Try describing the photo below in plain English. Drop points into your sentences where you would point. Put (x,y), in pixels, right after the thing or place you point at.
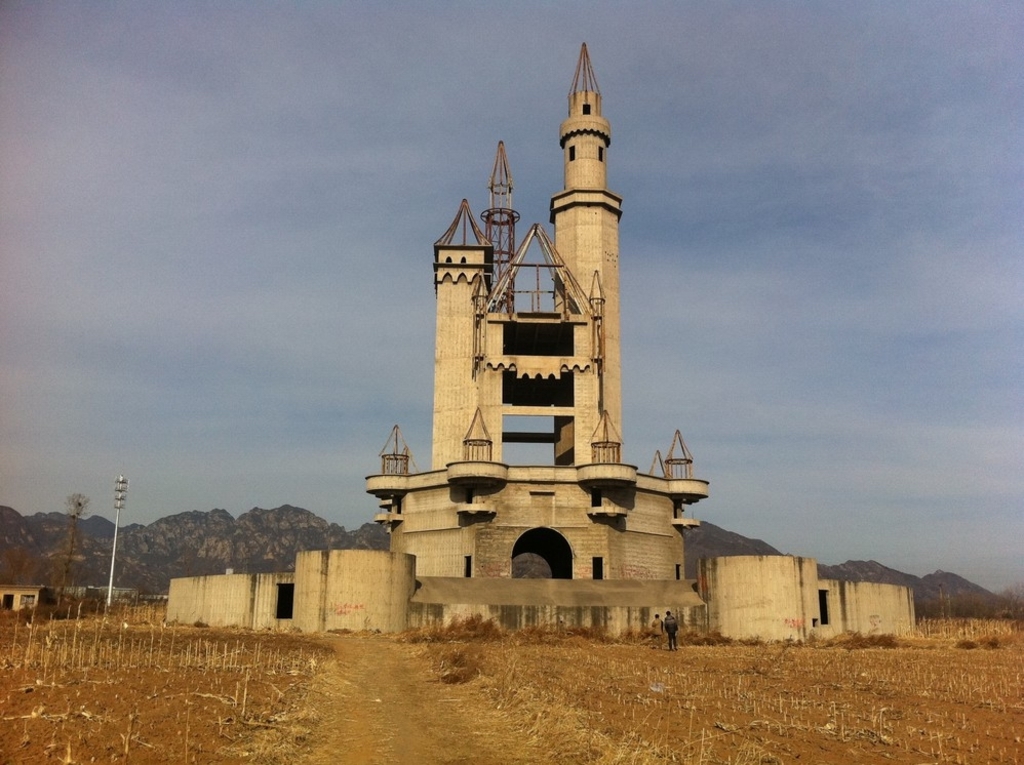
This picture consists of building (622,600), in front of building (609,609) I can see persons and back side of the building (656,611) I can see the hill (314,531) and pole (115,534) visible on the left side (82,537), at the top (378,203) I can see the sky (884,262).
